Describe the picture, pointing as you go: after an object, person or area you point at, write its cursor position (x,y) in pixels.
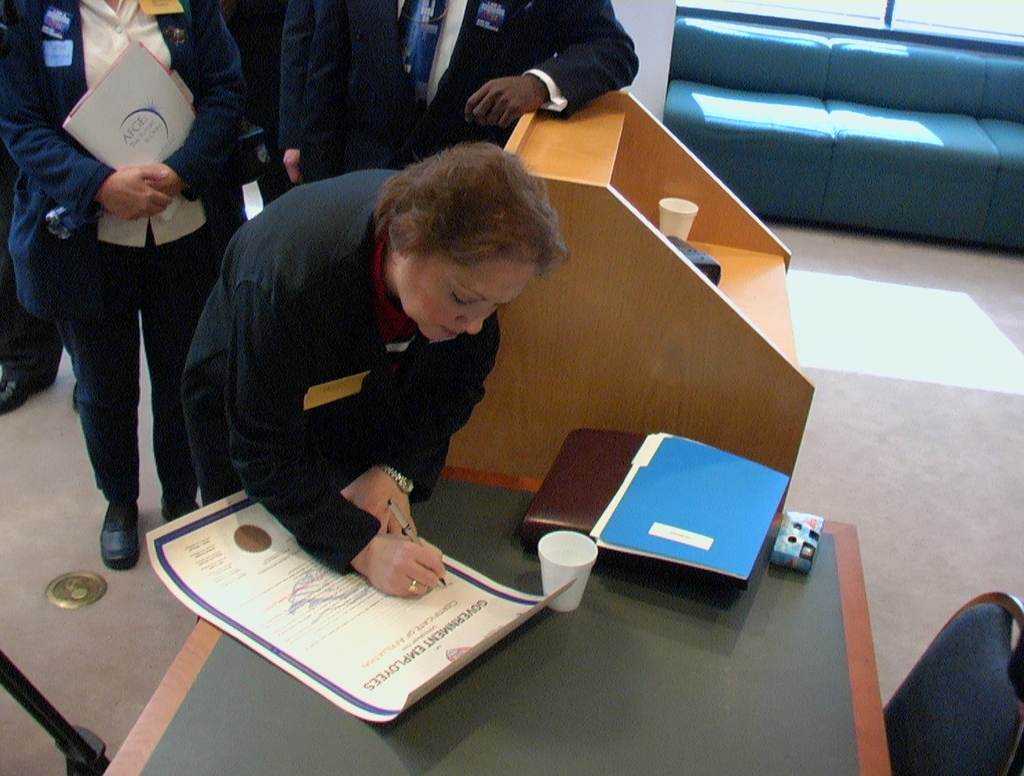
Here we can see few persons (265,429) and she is writing on the paper (421,661). This is table (735,742). On the table (559,639) there is a cup (569,564) and a file (744,546). There is a chair (966,701) and this is sofa (952,113). And this is floor (925,534).
